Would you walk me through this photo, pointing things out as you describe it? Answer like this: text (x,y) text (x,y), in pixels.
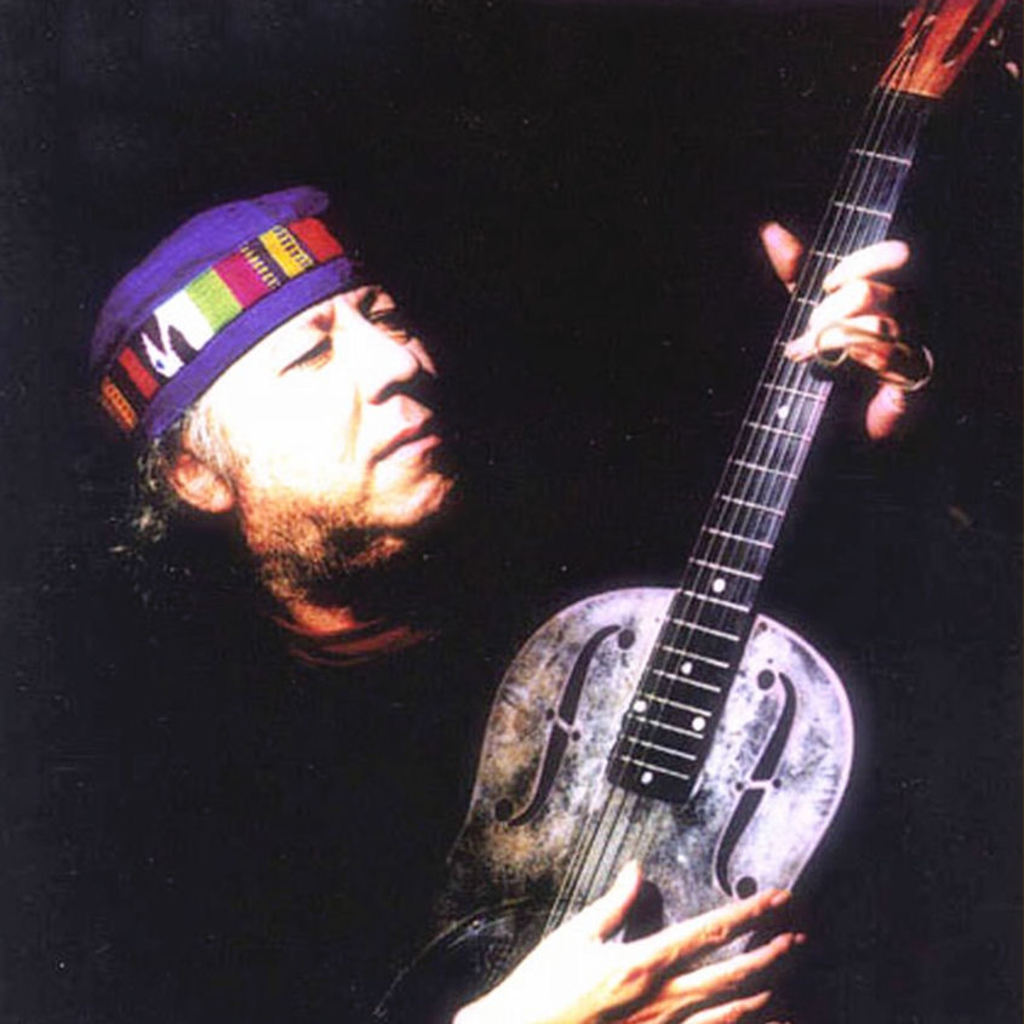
In the image there is man (451,731) playing a guitar (754,836), wearing a cap (179,321) on head (205,330).
